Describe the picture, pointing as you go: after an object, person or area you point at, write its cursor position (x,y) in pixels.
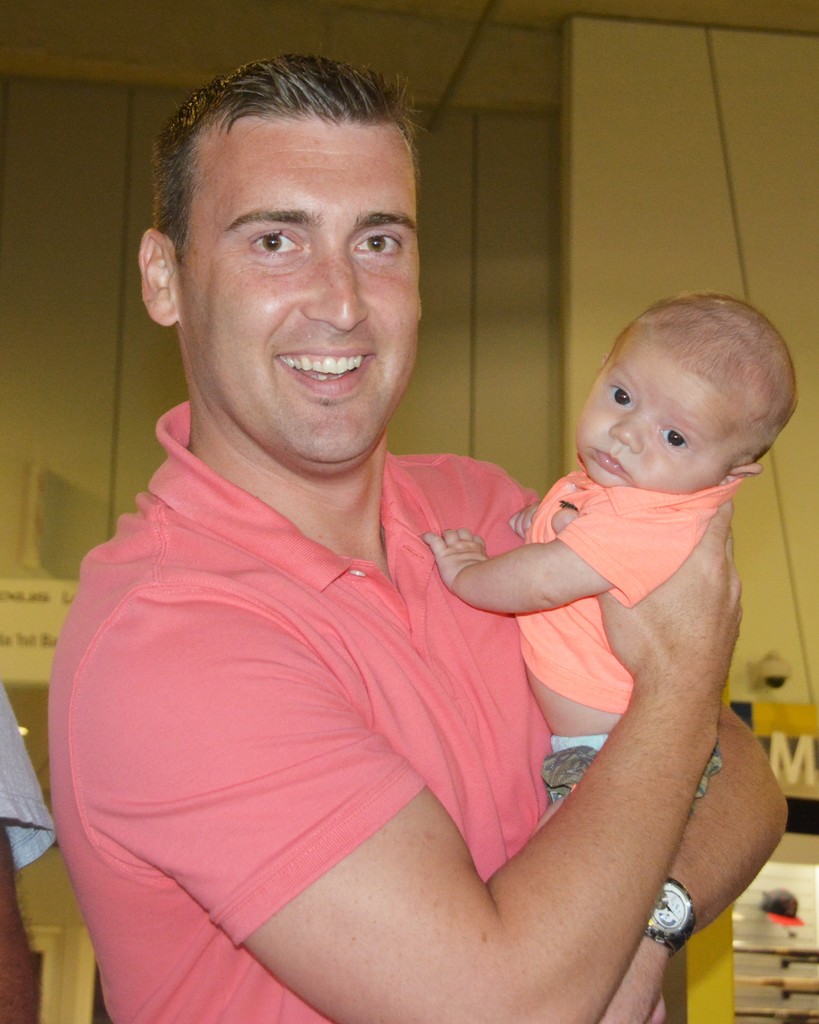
In the center of the image (315,584) we can see man (386,586) carrying baby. In the background (54,156) we can see wall (15,169) and security camera (781,686).
